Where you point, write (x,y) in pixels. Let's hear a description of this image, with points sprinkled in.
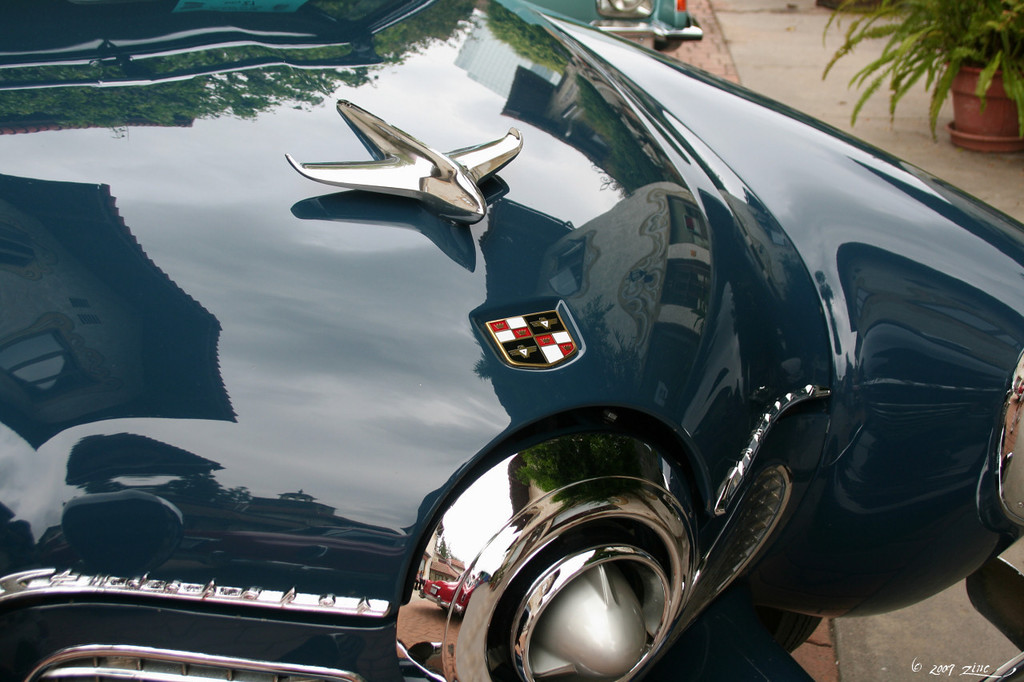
Here we can see the front part (408,300) of a car (329,330) and there are two logos (442,196) on it. In the background (870,71) there is a house plant (878,86) in a pot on the floor (744,45) and a truncated vehicle (693,31).
